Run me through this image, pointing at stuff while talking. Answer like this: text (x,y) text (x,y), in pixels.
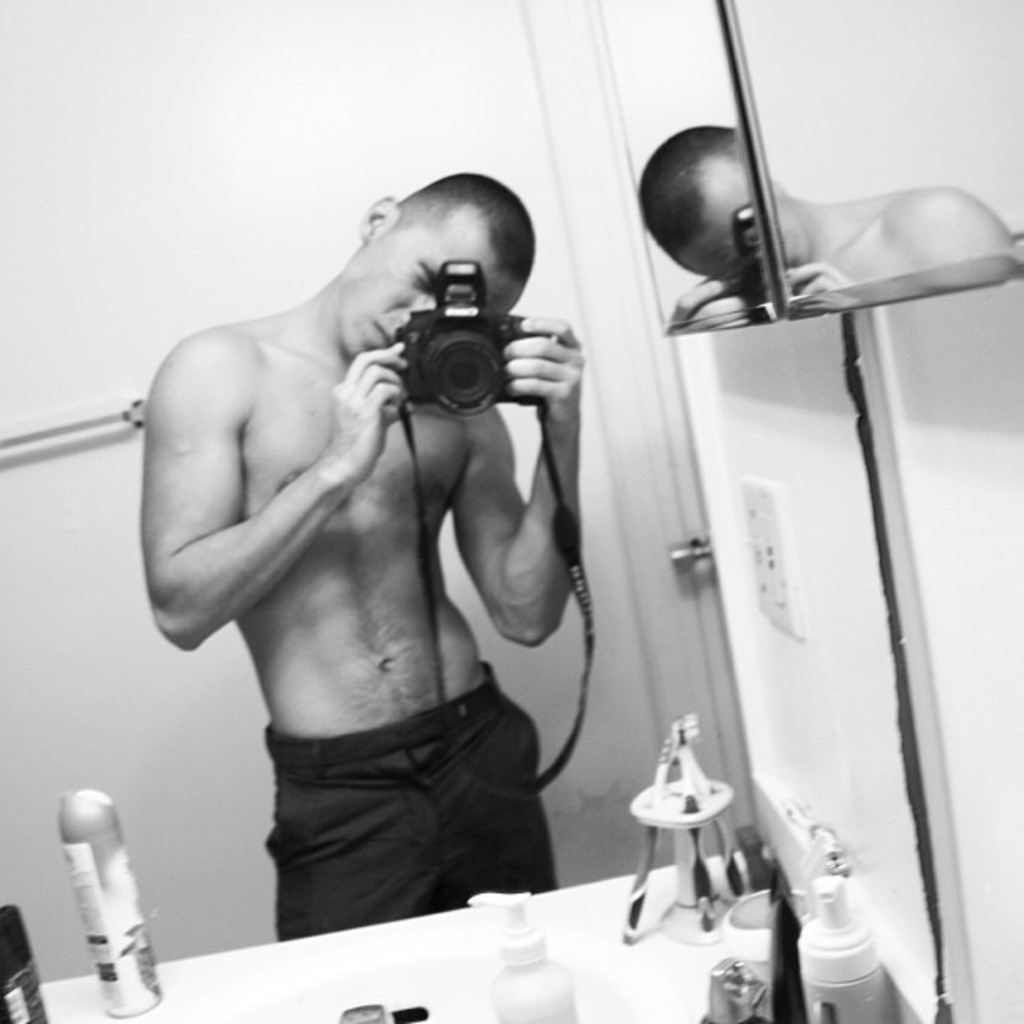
In the middle of the image (432,431) we can see a man (429,453), he is holding a camera (451,302) and he is standing in front of the mirror (637,635), in front of him we can see few bottles (137,957), brushes (740,869) and other things (765,898), it is a black and white photograph.
